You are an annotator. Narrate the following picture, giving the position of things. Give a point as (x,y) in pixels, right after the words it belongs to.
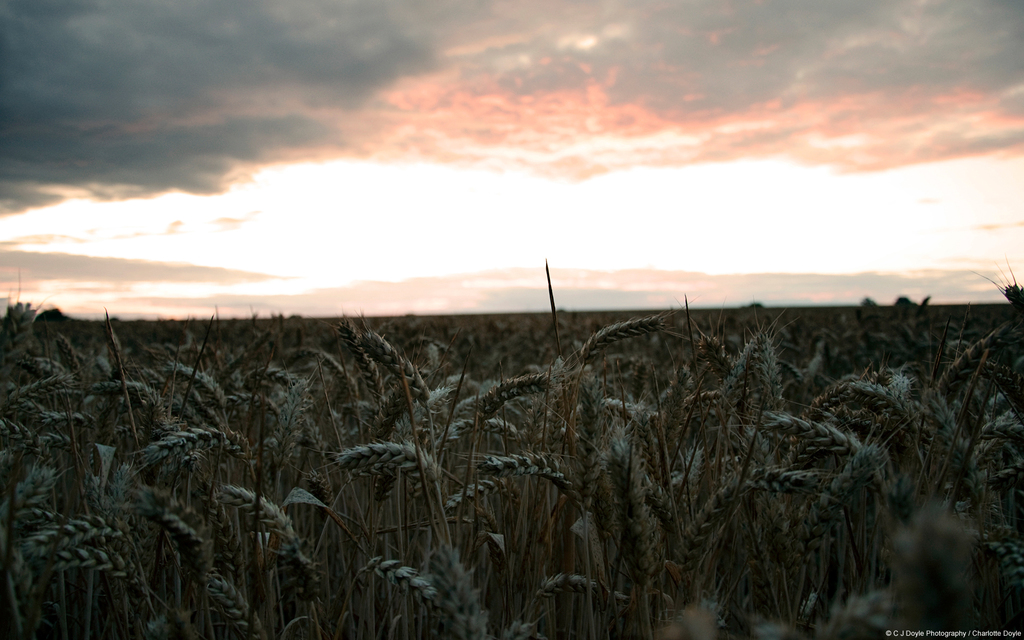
In this image I can see many plants (519,510). In the background (423,270) I can see the clouds (315,131) and the sky (304,86).
